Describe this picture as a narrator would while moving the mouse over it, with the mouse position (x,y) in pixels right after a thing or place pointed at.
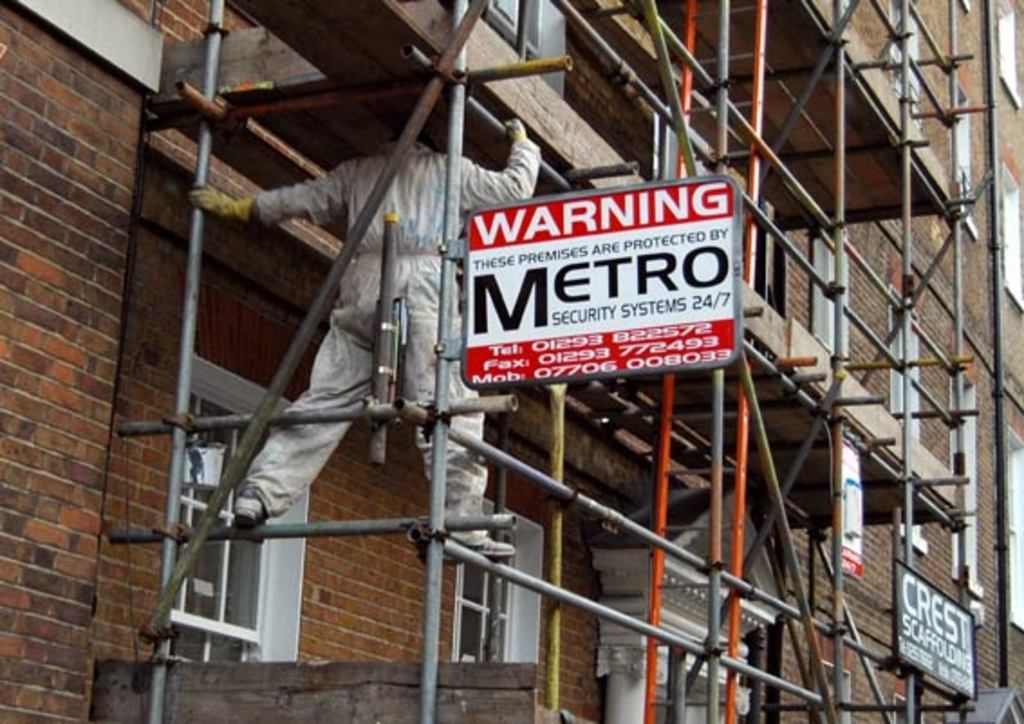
In this picture we can see some text (665,240) and numbers (658,354) on the boards (631,308). There are a few rods (660,106) and a ladder (655,676). We can see a person (415,159) wearing gloves (516,132) and standing on the rods (290,534). There are a few glass objects (468,579), windows (463,615), a brick wall (369,567) and other objects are visible on a building (143,463).
